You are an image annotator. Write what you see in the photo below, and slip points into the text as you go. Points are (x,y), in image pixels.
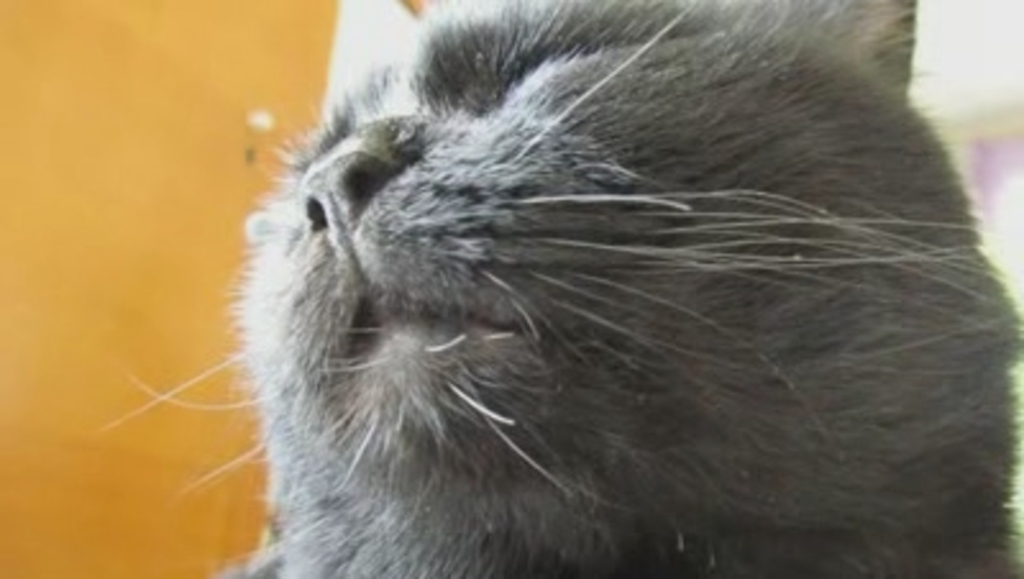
This image consists of a cat (526,213) in grey color. On the left (228,232), there is a door (36,156).
